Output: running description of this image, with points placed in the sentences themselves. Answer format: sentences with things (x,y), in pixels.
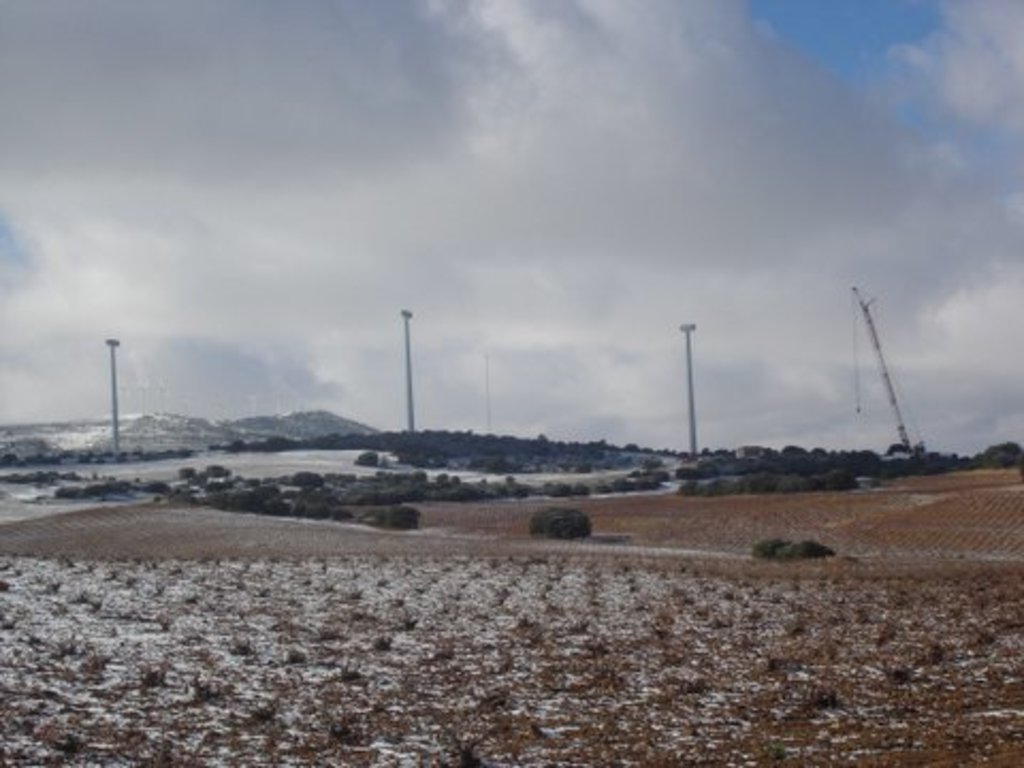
In the image there are plants (281,482) and trees (442,464) on the back (524,461) and hills (78,449) on the left side (167,423) and above its sky (587,227) with clouds (473,204).
